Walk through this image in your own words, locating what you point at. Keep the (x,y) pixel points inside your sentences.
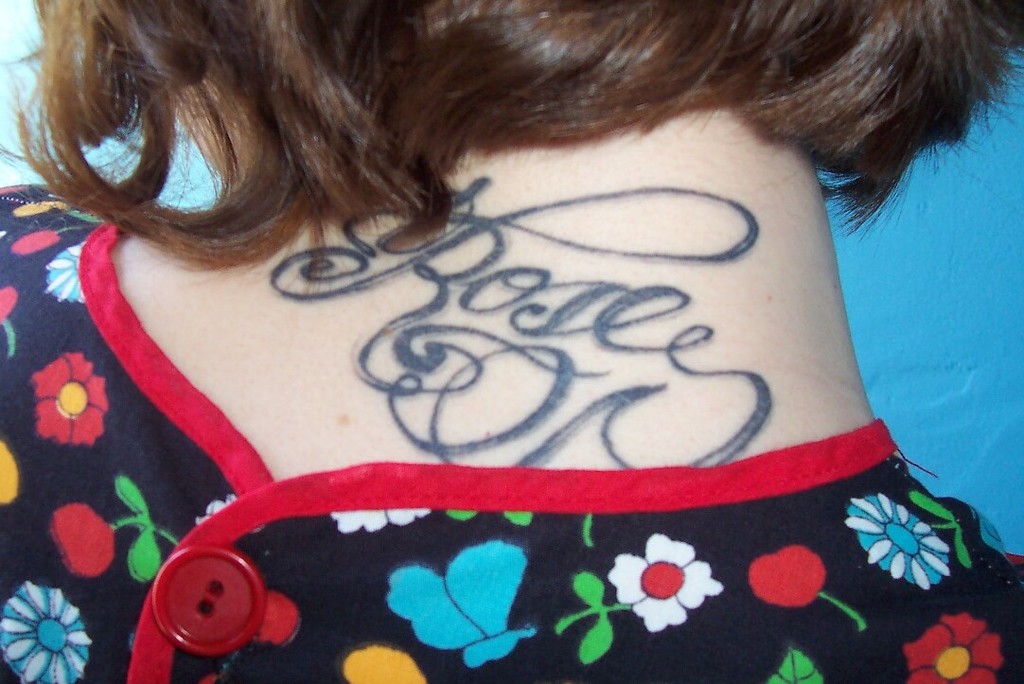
In this image there is a tattoo (453,241) on the backside of neck (501,307).
